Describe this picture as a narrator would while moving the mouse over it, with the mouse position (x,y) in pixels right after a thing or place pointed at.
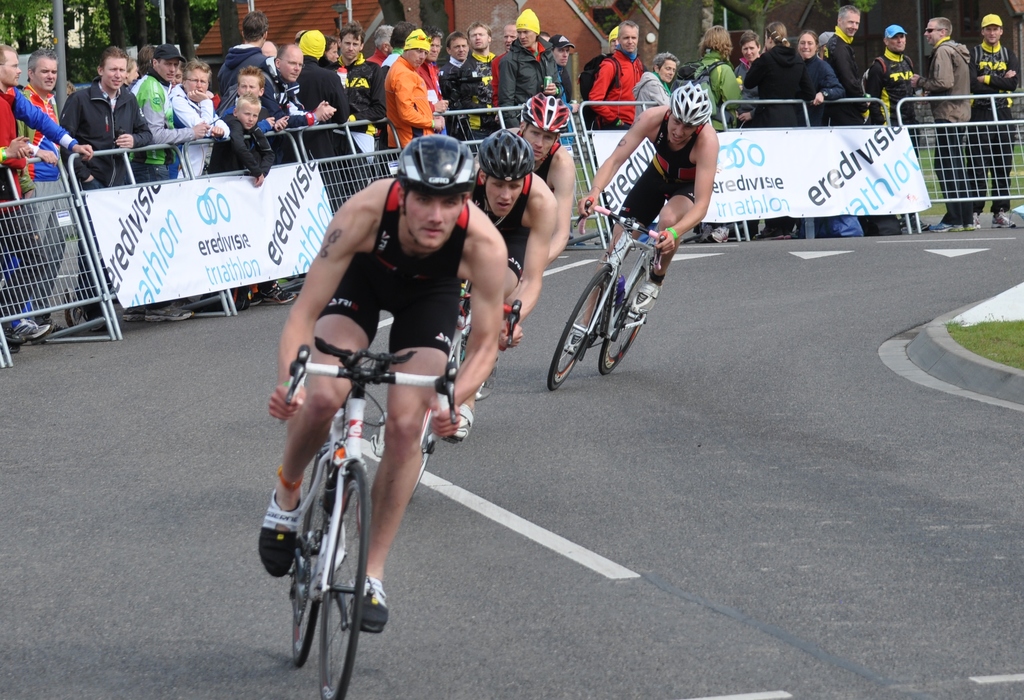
in the picture we can see cycle race and we can also see persons (188,131) standing far away and watching the race we can also see trees (437,22), building (549,21) near to them, the person (442,264) on the bicycle (324,547) wearing helmet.
